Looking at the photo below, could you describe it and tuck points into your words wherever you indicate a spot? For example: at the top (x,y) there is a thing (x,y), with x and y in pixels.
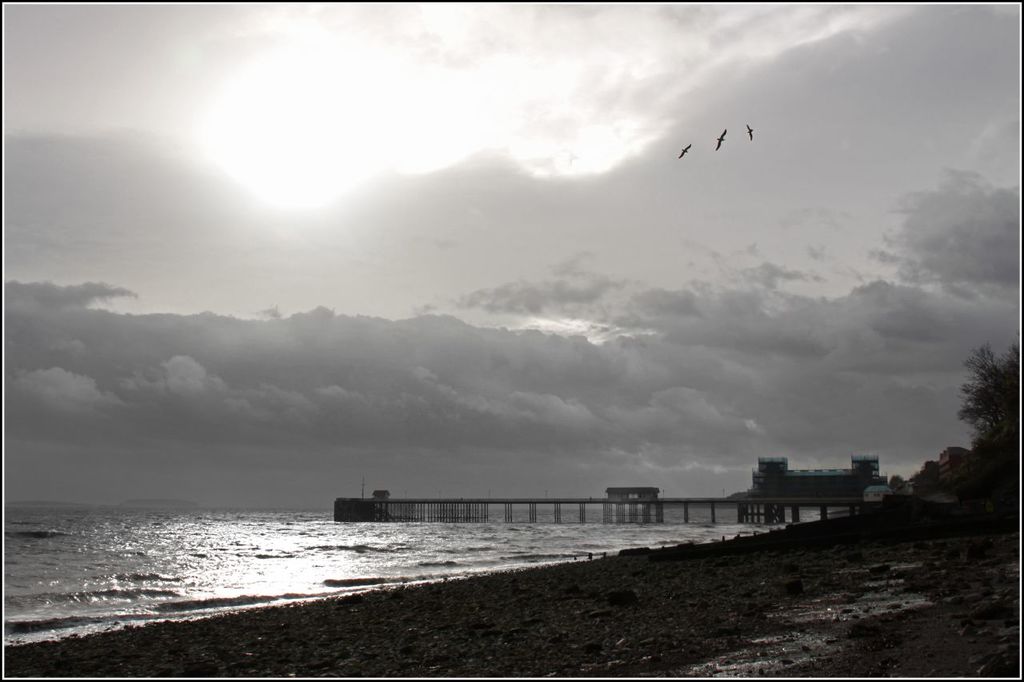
In this picture there is water (509,538) in the center of the image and there is a bridge (449,515) in the center of the image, there are trees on the right side of the image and there are pebbles (442,615) at the bottom side of the image (487,604).
